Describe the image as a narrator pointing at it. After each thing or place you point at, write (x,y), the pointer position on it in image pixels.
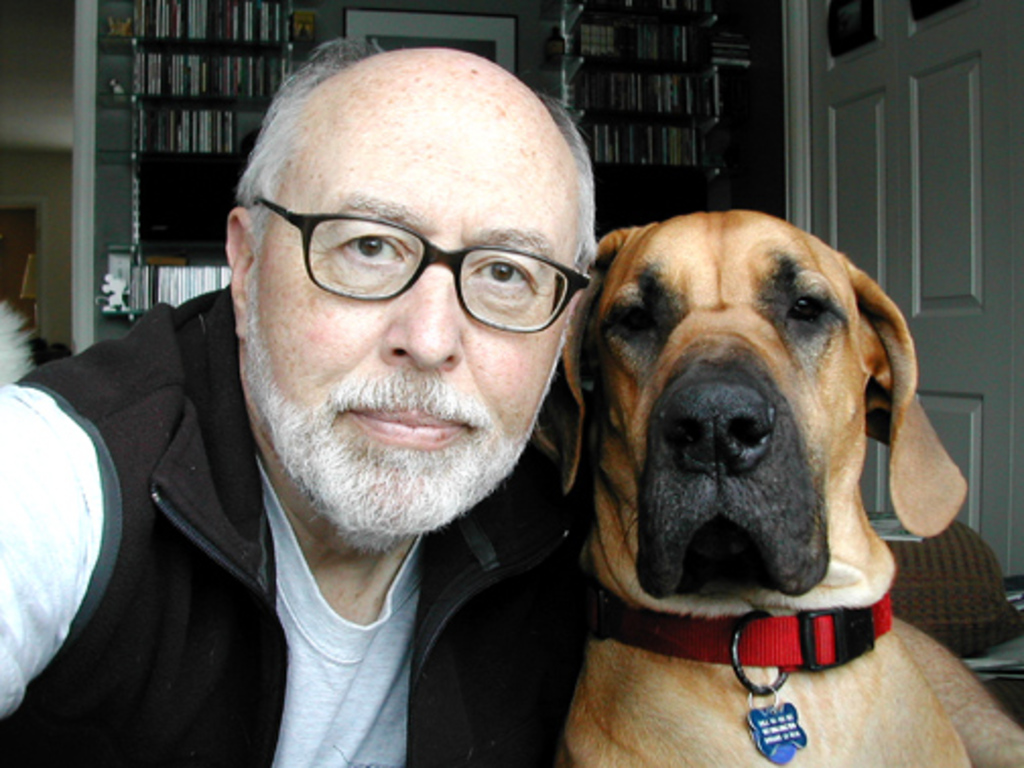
This picture shows a man (518,416) and a dog (762,334) and in the background (181,72) their books (160,128) arranged in the shelf (164,97).
